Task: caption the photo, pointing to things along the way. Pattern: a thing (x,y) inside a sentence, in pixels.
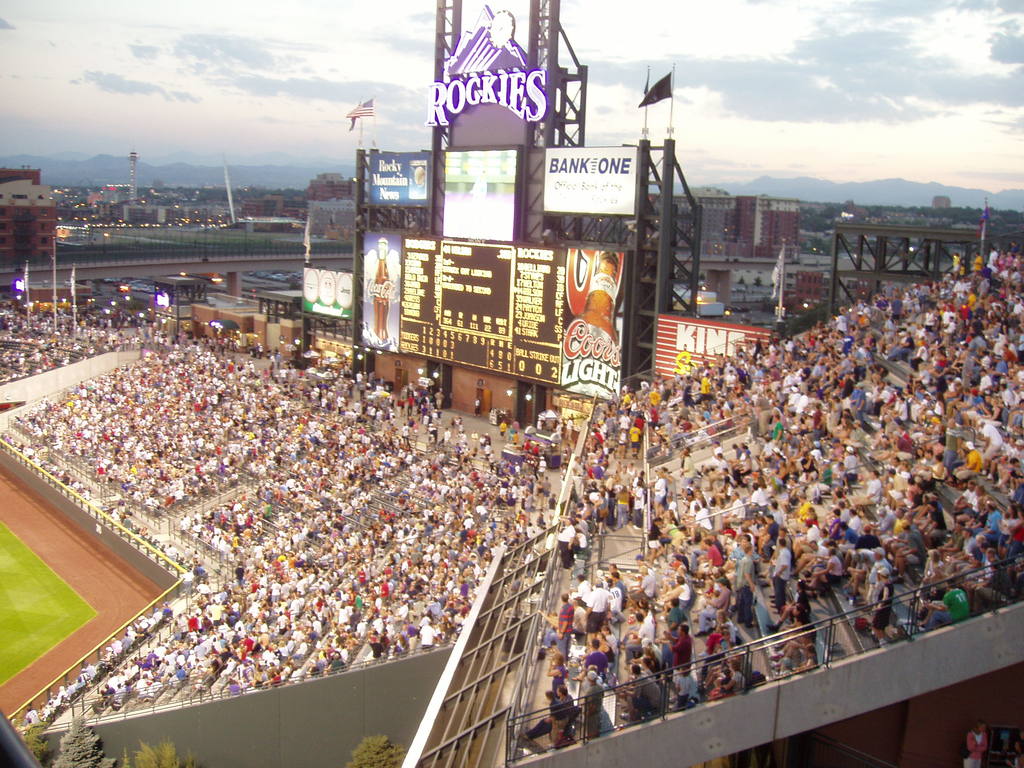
In the center of the image (390,486) there are people (261,569) in stands (114,364). There is a screen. There are flags (367,111). In the background of the image (810,165) there is sky (908,156). There are buildings (349,212). To the left side of the image (89,542) there is a stadium (51,628).
